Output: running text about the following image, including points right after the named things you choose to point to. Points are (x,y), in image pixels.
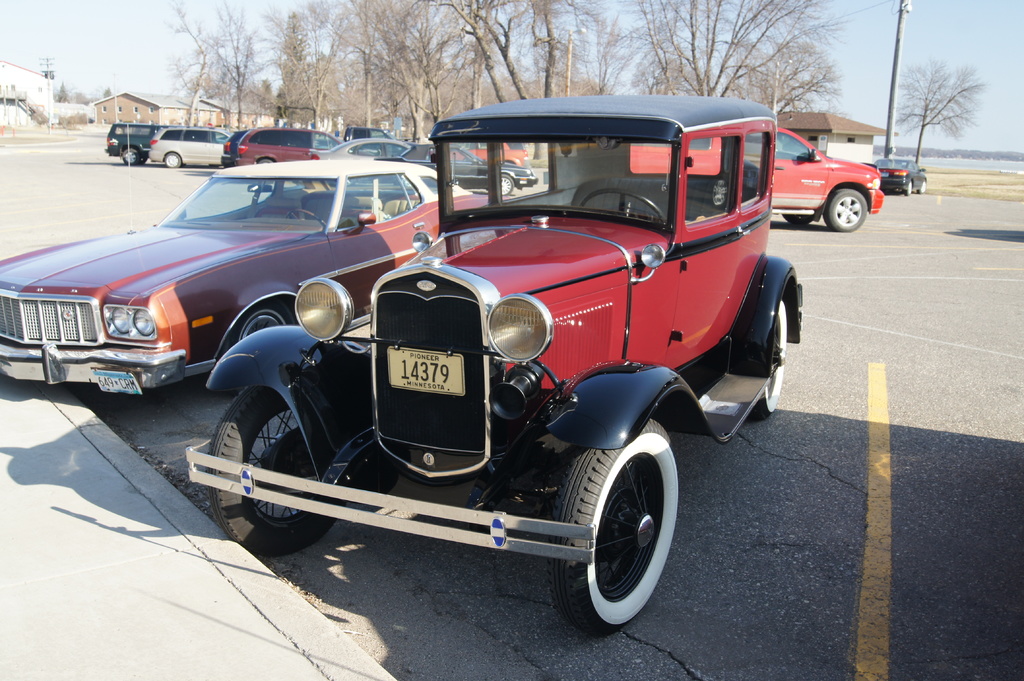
In this image I can see the ground (959,445) and few cars (690,314) which are red, black and white in color on the ground (919,515). In the background (481,157) I can see few vehicles (218,138) on the ground (157,179), few trees (348,118), few buildings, few poles (889,106) and the sky (75,41).
